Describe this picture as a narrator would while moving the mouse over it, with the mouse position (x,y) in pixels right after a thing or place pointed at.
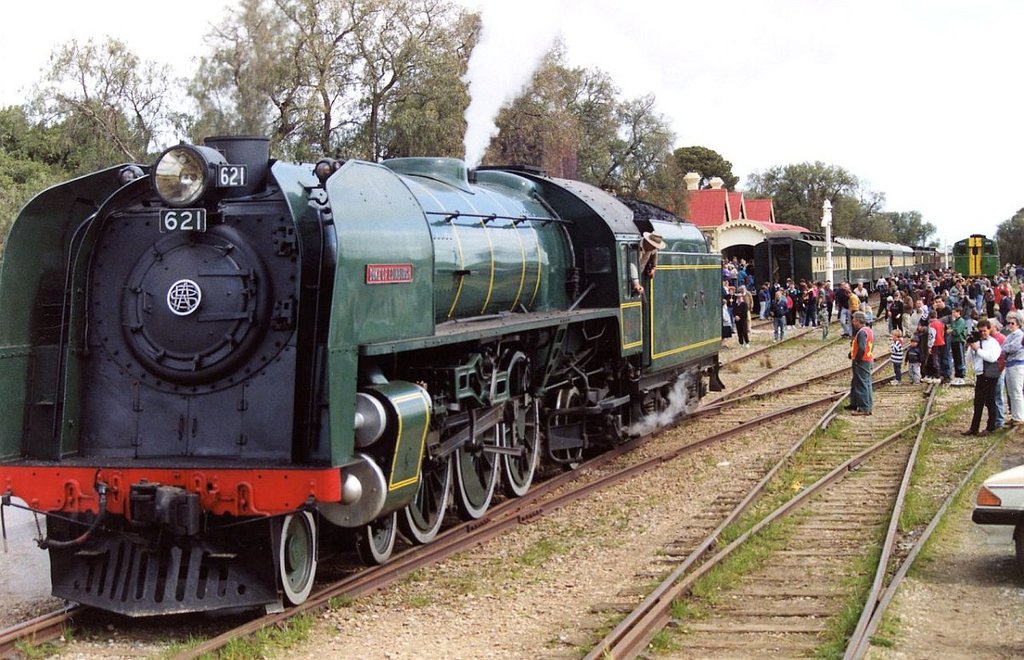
In this picture I can see trains (826,277) on the railway tracks (936,522), there are group of people (909,315) standing, there are trees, and in the background (832,74) there is the sky (825,36).
